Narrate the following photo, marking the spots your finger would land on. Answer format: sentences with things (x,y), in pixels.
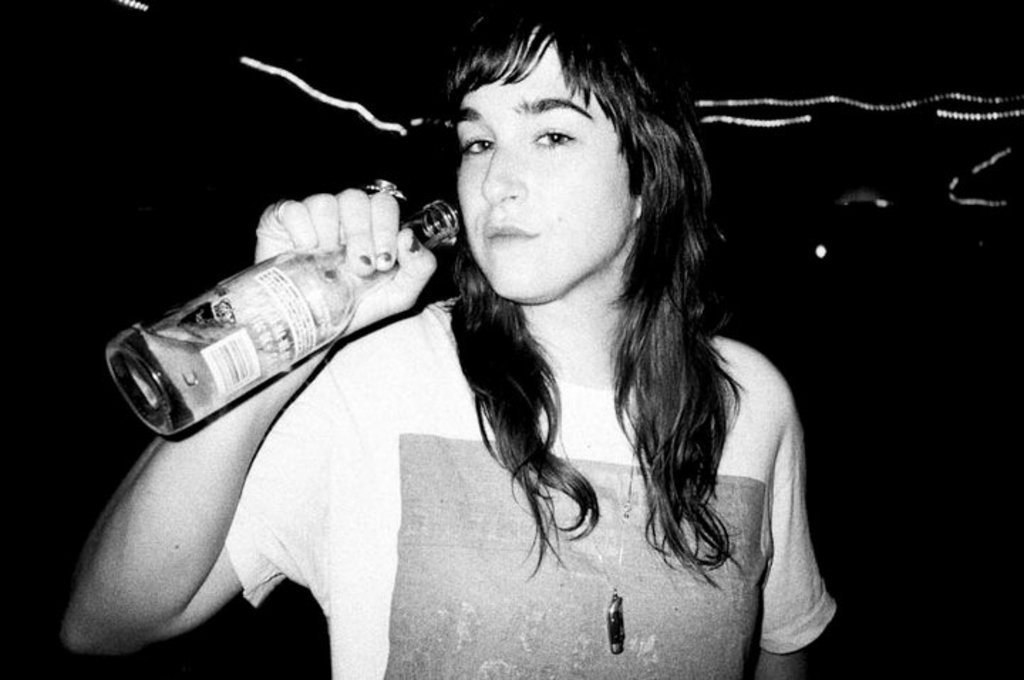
This looks like a black and white image. I can see the woman (563,454) standing and holding the bottle (238,366) in her hand (368,296). I think these are the lightings (944,113).
